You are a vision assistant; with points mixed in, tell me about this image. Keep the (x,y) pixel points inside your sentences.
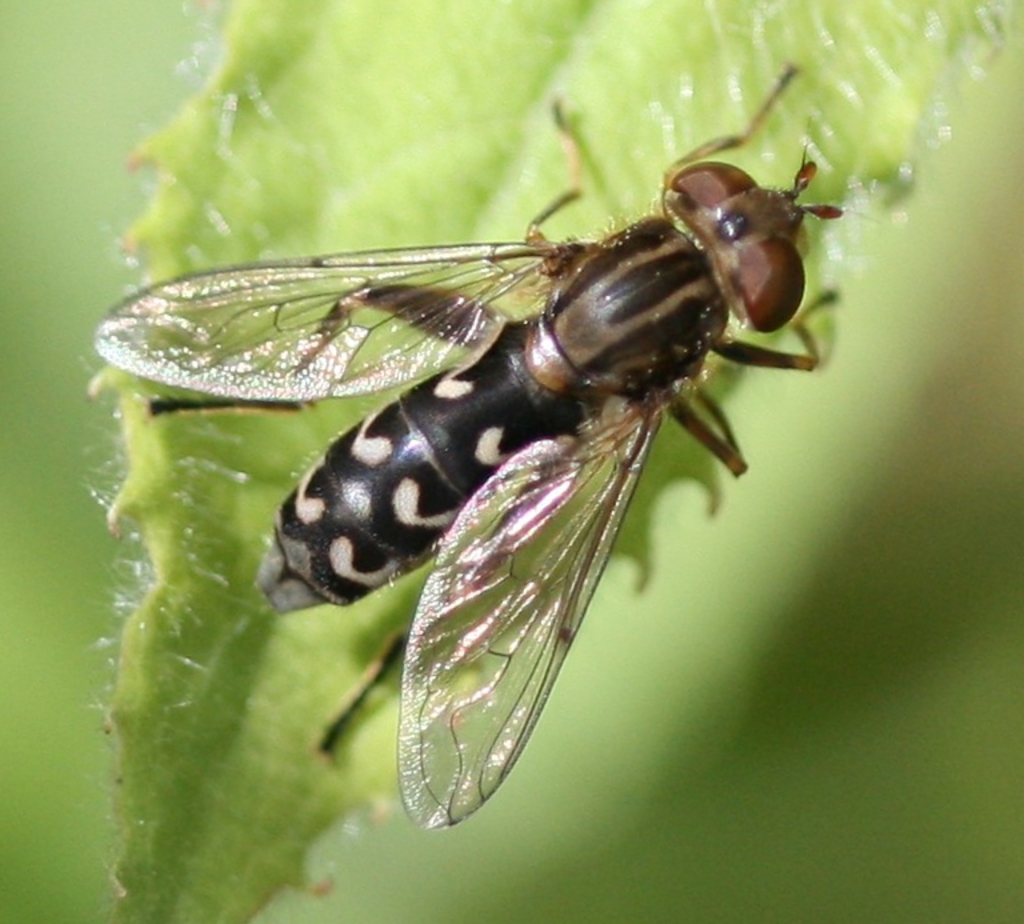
In the picture I can see a net-winged insect (568,195) on the green leaf (671,446).
